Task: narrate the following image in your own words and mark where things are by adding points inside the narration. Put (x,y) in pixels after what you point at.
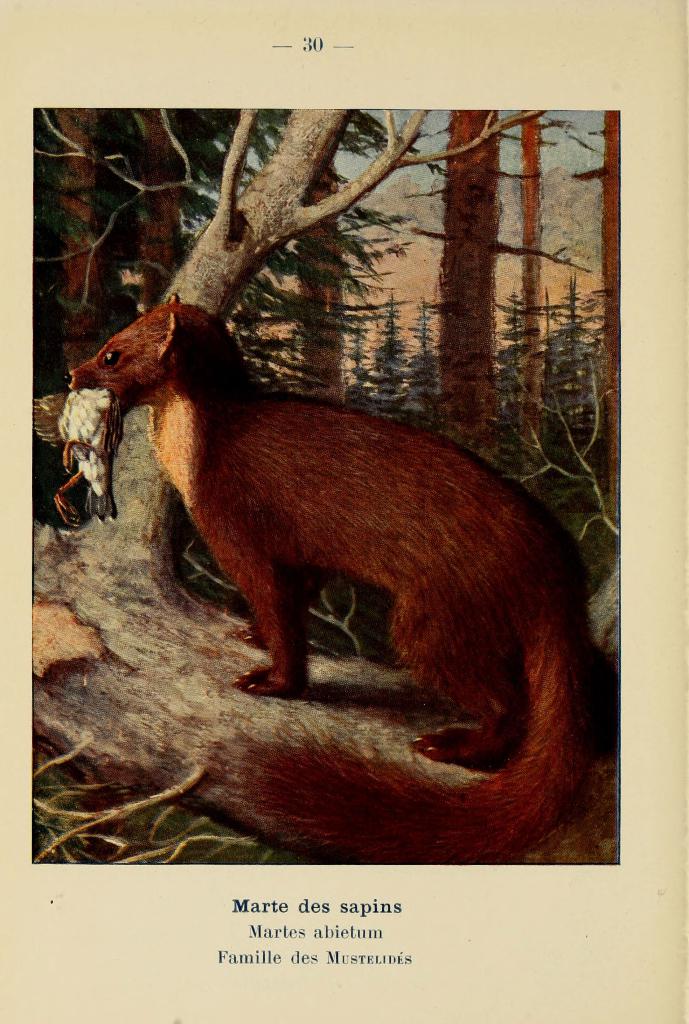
In this image there is a animal (420,670), trees (120,451). At the bottom of the image (274,902) there is text (274,902) on the paper (246,871).
